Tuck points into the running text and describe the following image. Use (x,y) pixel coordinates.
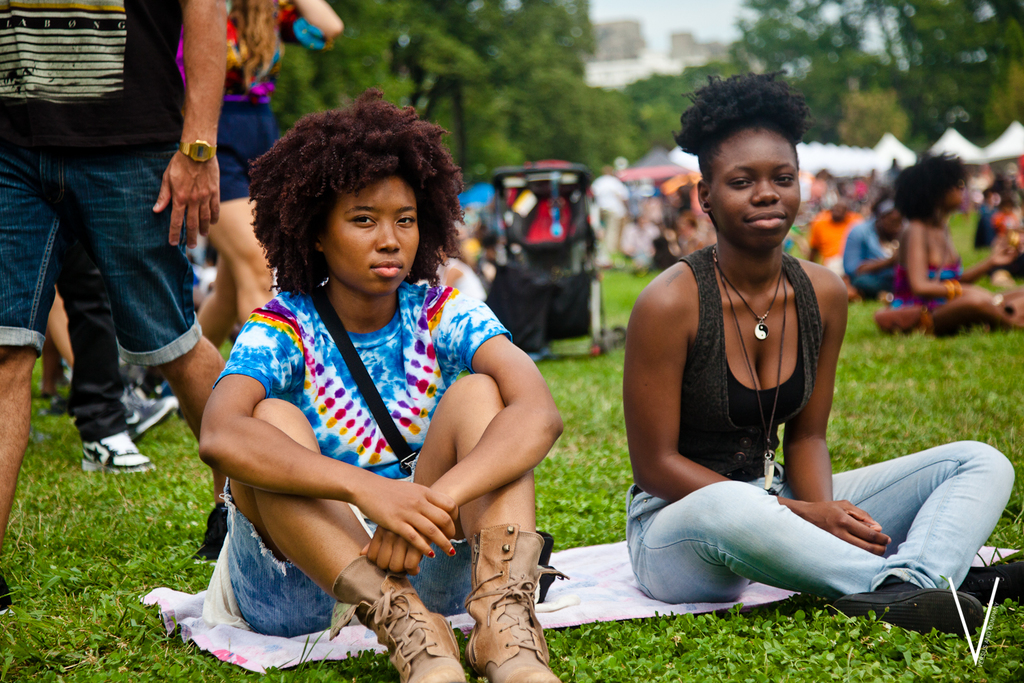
In the center of the image (380,337) we can see two people (307,543) are sitting on a cloth (262,660) and a person (383,446) is wearing a bag (551,544). On the left side of the image (164,183) we can see some people (132,207) are walking. In the background of the image (510,254) we can see the trees (945,34), tents (989,157), trolley (544,309) and a group of people (996,262) are sitting on the ground (962,354) and some of them are standing. At the top of the image (683,40) we can see the buildings (666,54) and sky (727,39). At the bottom of the image (59,646) we can see the ground (49,632).
